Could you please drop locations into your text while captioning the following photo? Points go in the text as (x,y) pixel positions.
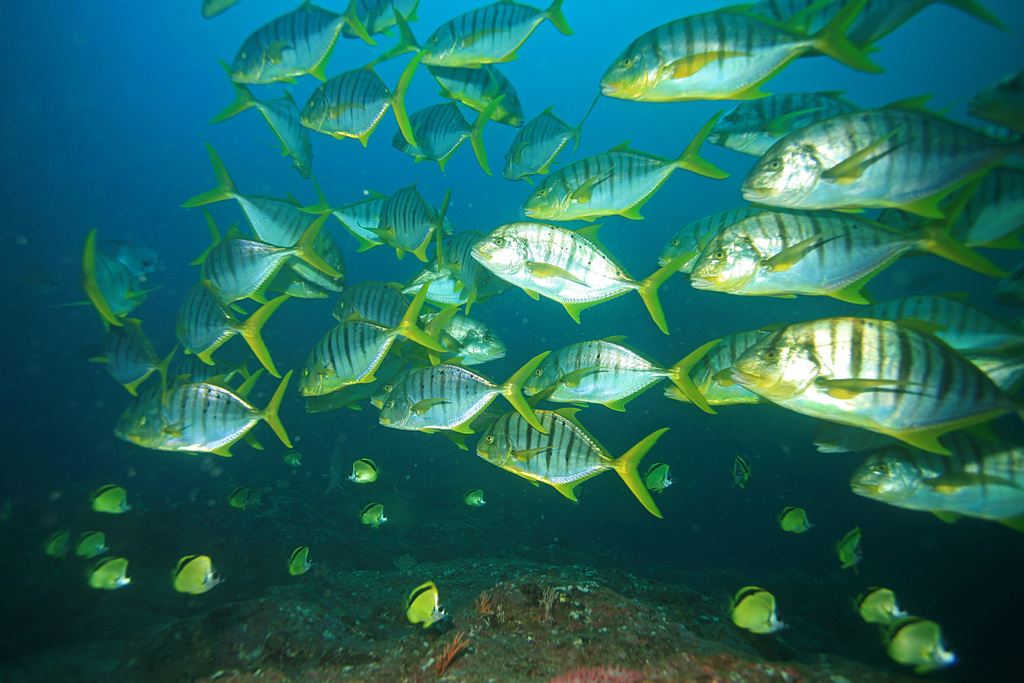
In this image there are fishes (631,172) and reefs (847,674) in water (809,454).
